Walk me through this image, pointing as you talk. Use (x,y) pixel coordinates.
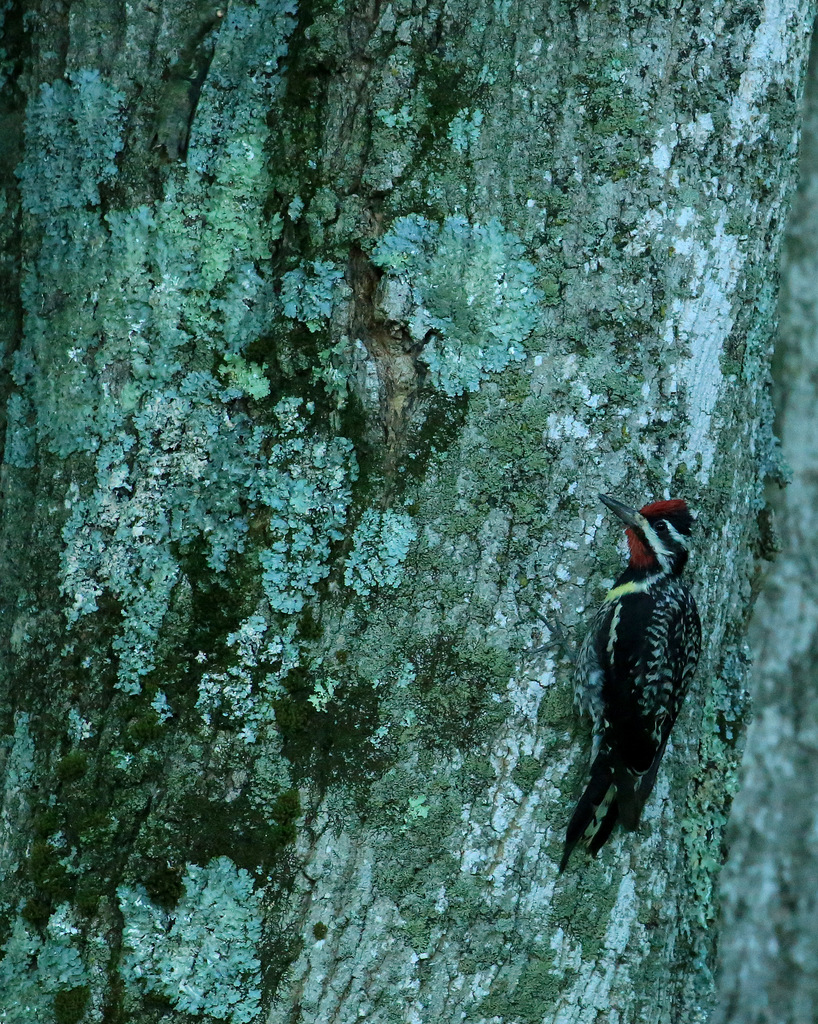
On the right side (645,714), there is a black color bird (668,684), clinging to the trunk (461,263) of a tree (195,44). And the background is gray in color.
